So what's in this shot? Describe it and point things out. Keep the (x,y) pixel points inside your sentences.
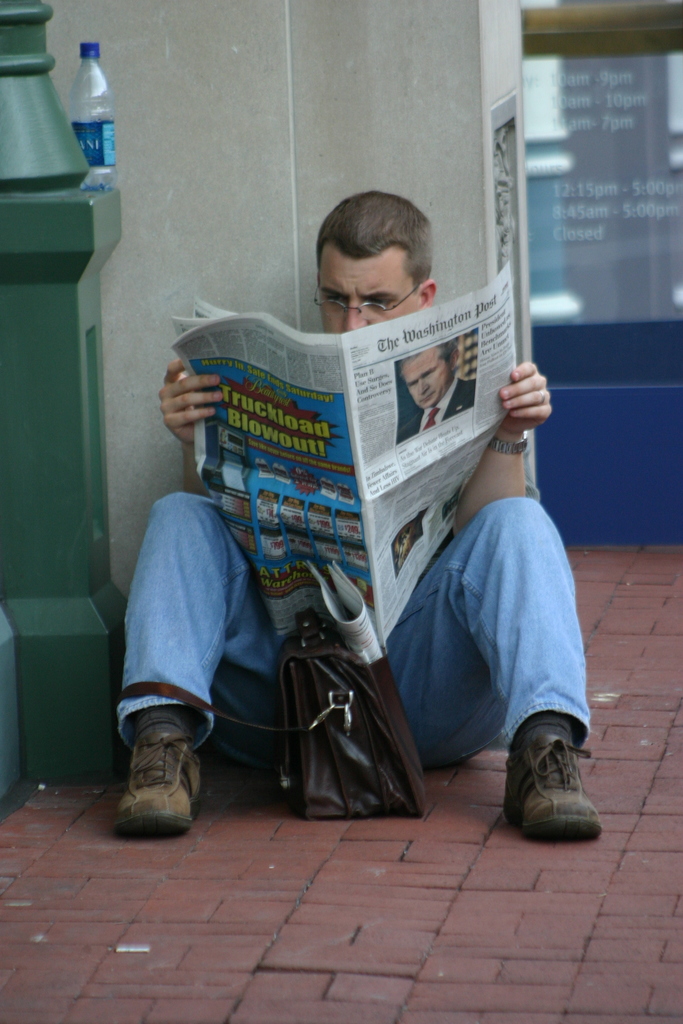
In this image, we can see a person (451,705) is sitting on the floor (329,899) and holding a newspaper (340,424). He is reading a newspaper (343,388). Background (270,183) we can see a wall (261,264). Left side of the image (90,389), we can see a pillar (69,330) with bottle (103,136). Right side of the image (625,268), we can see a screen (604,256). Here a bag (393,794) is there on the floor (275,785).
